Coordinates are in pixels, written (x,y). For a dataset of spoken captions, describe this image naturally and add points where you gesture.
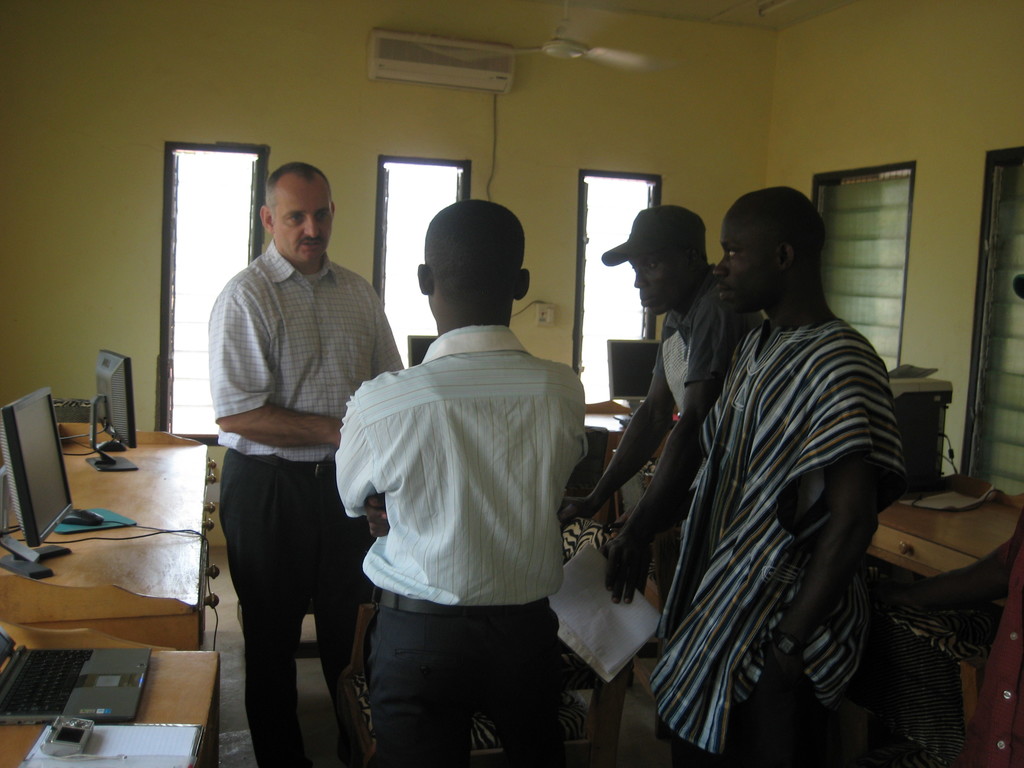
In front of the image there are four people (535,552) standing on the floor (651,759). In front of them there are chairs (375,739). There are tables (163,702). On top of it there are computers (47,505) and some other objects (33,757). In the background of the image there are glass windows (631,190). There is an AC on the wall (522,131). On top of the image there is a fan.
